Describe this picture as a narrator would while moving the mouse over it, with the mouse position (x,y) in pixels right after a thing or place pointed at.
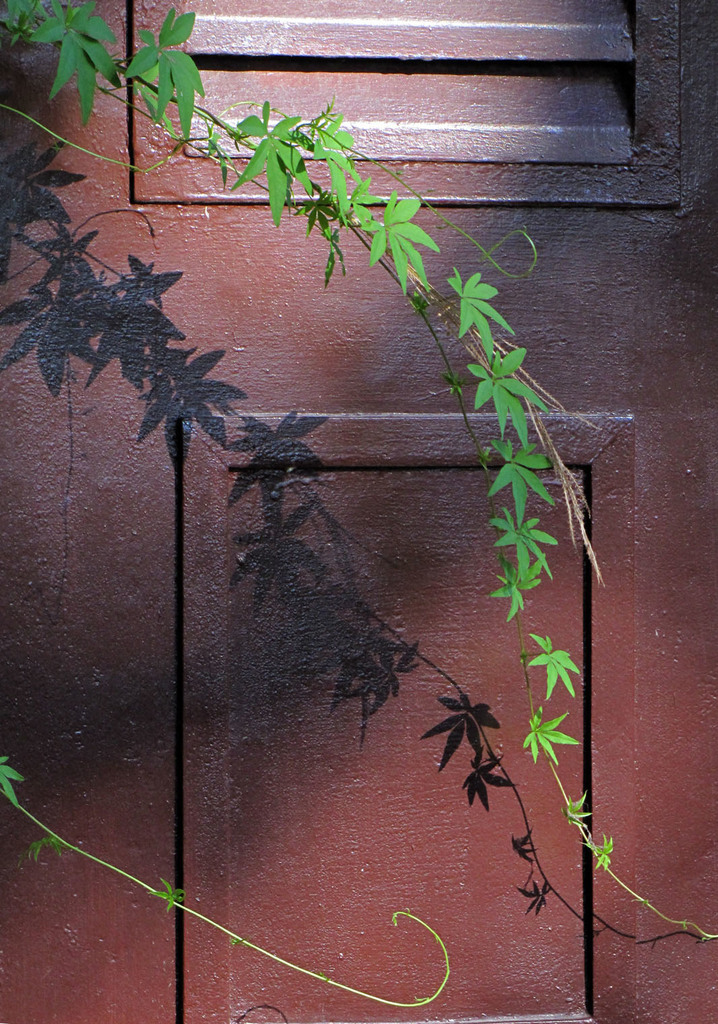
In this picture, we can see a plant (429,299) with green leaves (407,223). In the background (363,287), we can see a door (369,347) which is in red color and a shadow (325,594) of a plant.
